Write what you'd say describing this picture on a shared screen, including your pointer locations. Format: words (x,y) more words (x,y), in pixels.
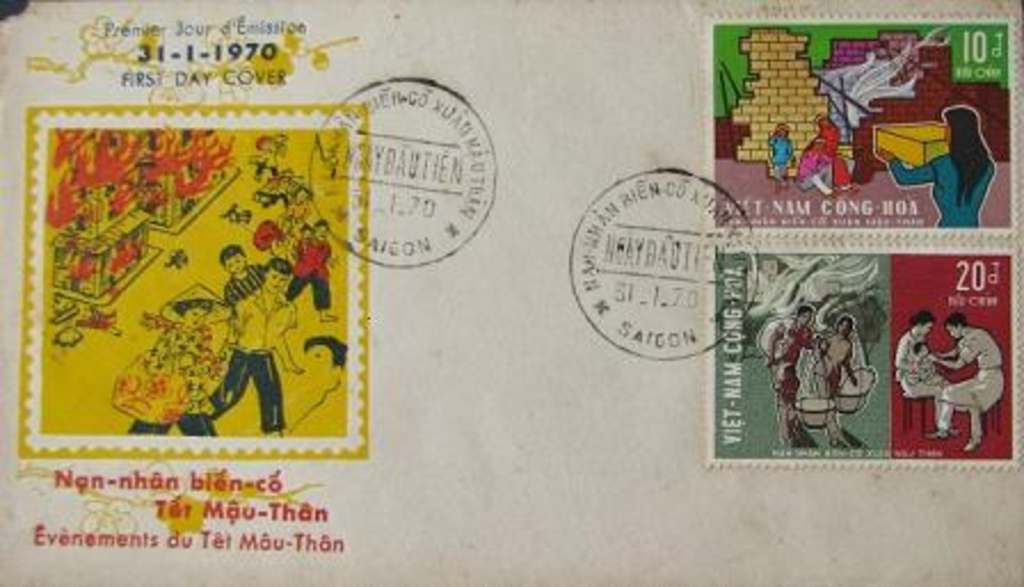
This image consists of an envelope (673,507), in that there are three different postage stamps (749,296). At the bottom (237,514) there is text (321,539), stamp (596,260).
